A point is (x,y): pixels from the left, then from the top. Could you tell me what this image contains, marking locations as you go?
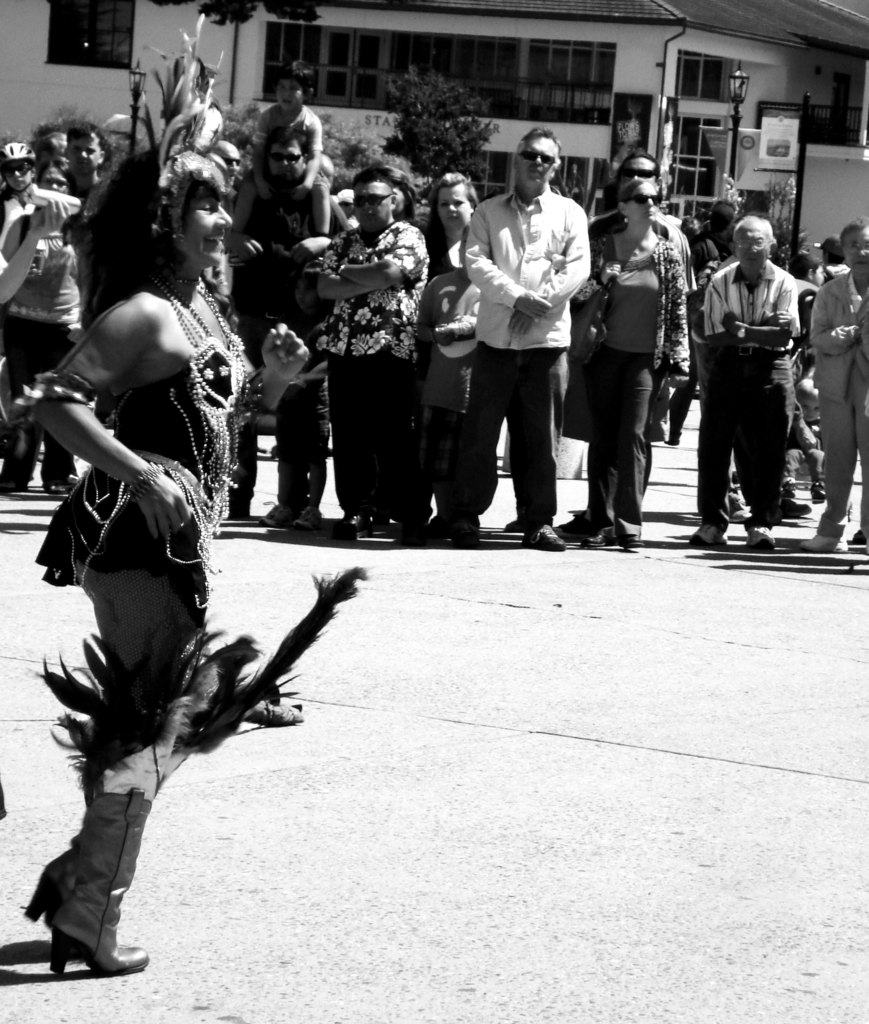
In this image there are people (382,278). The person (161,592) standing on the left (136,620) is wearing a costume (180,582). In the background (84,61) there is a building (33,83) and we can see trees (348,147). There are poles (132,80).
